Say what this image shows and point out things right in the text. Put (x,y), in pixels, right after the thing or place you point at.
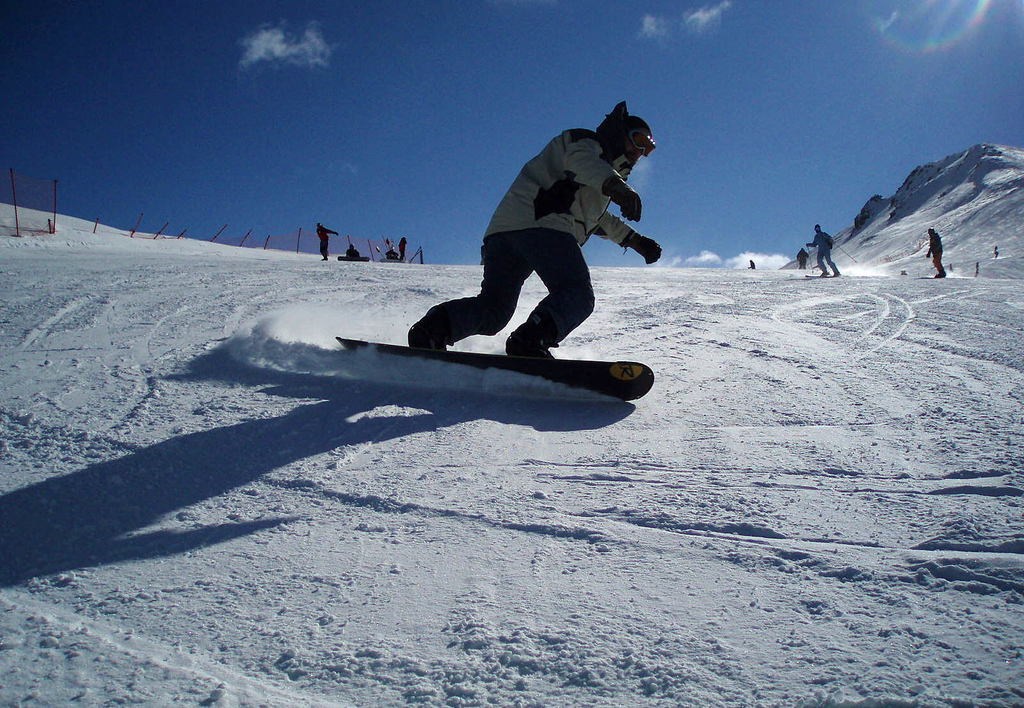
In the image we can see there are people (625,190) wearing clothes (628,214), cap (627,116) and they are riding on the snow (637,344) with the help of snow skates (594,368). Everywhere there is snow (658,467), white in color. Here we can see the mountain (968,215) and the sky (433,93).
